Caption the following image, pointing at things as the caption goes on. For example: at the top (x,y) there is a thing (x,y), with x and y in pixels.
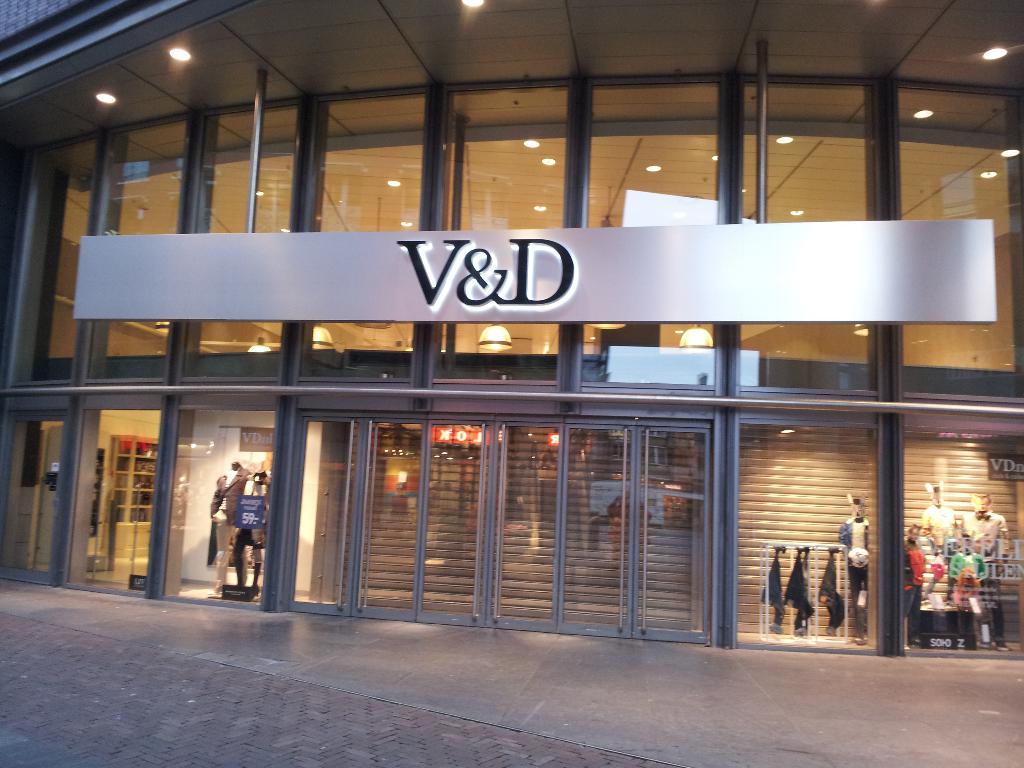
In this image I can see mannequins (997,583) on the floor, clothes (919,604) are hanged, lights (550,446), board (640,278), doors (391,471), glass (767,429), pipe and a building (373,506). This image is taken may be during night.
